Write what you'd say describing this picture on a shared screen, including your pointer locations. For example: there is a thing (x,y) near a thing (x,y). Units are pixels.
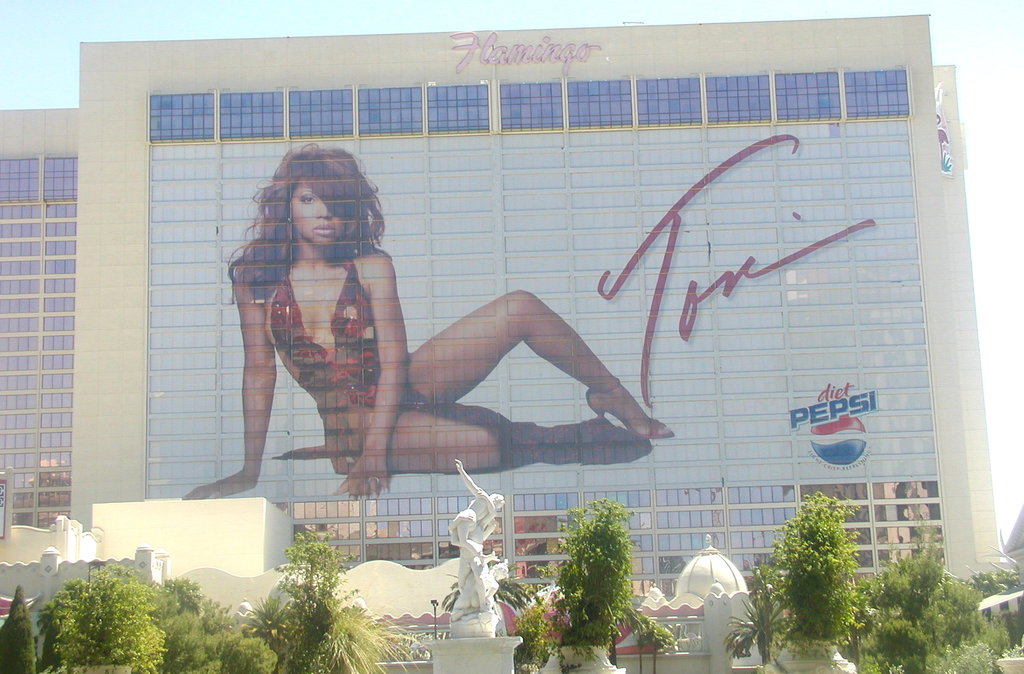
In this image we can see a girl picture (363,335) on the wall (697,354) of a building (307,317). In the foreground (475,604) we can see a statue (471,621) and a group of trees (221,634) and in the background (1001,40) we can see the sky (1004,49).
